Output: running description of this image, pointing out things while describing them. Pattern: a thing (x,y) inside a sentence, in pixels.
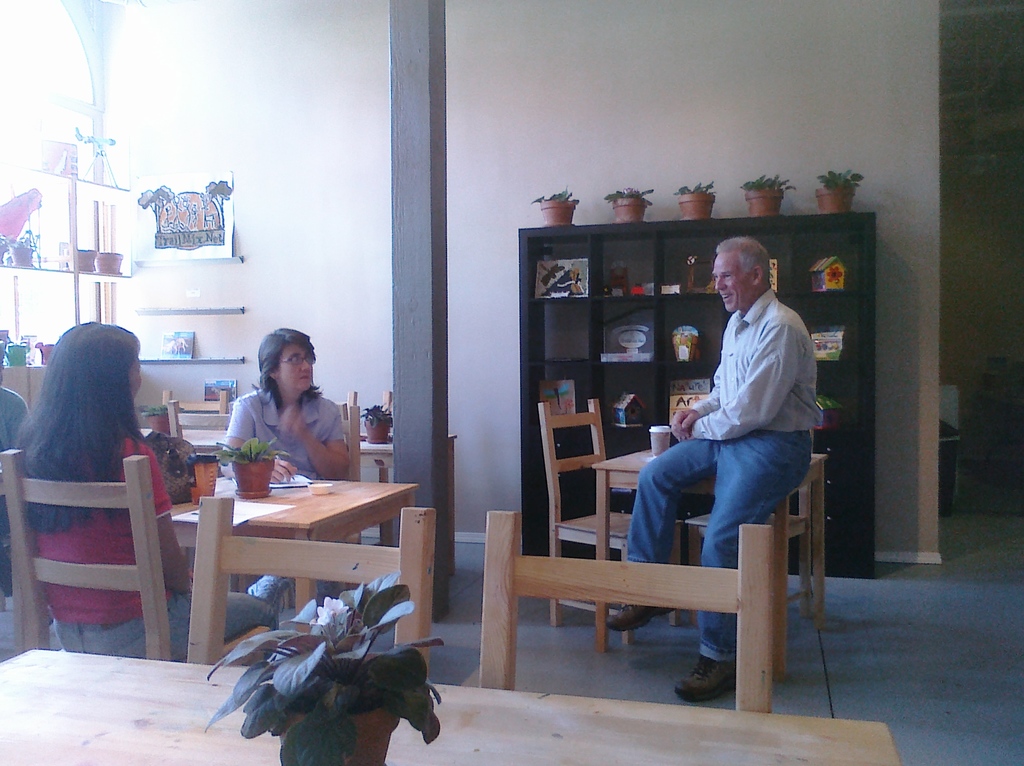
On the left side (88,406) the woman (123,444) is sitting on the chair (105,587) and in the center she is also sitting on the chair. And they were around the table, and on the right side (738,371) one man (777,382) is sitting on the table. And back of them there is a shelf (624,247) of few objects (619,265), on the shelf (585,239) they were five pots (683,199). And this people (748,349) were surrounded with few objects (667,291).
